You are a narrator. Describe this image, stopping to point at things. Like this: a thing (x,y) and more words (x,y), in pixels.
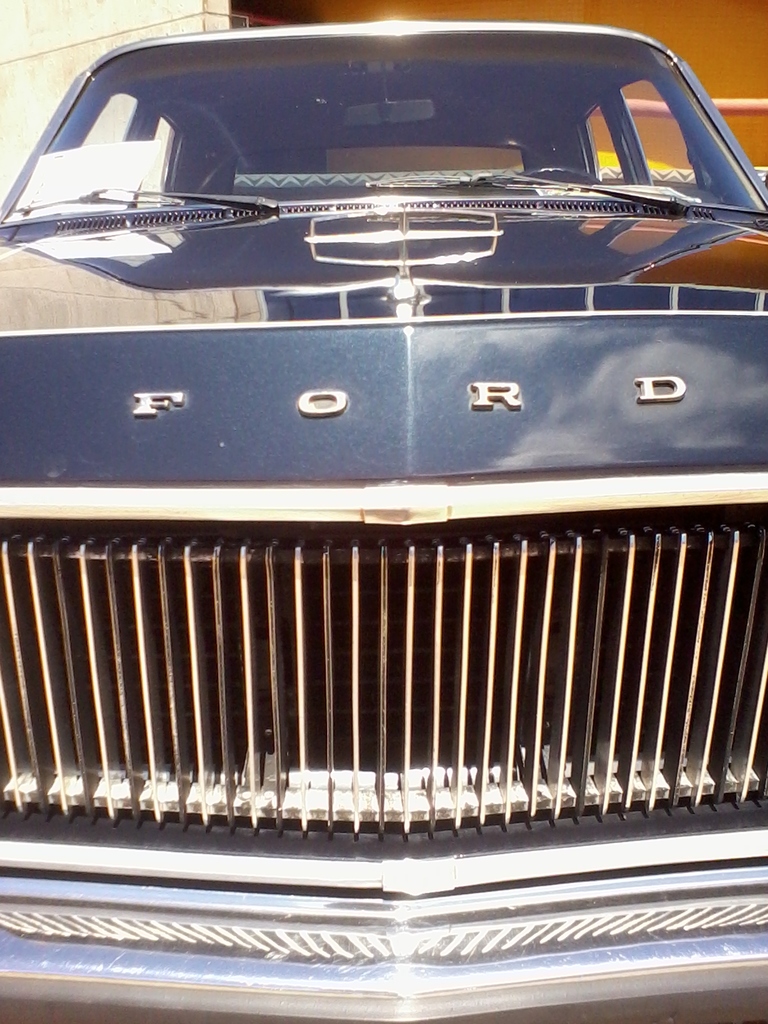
In this image I can see a car (472,479) and on the front side of it I can see something is written. In the background (31,78) I can see a building (219,4).
